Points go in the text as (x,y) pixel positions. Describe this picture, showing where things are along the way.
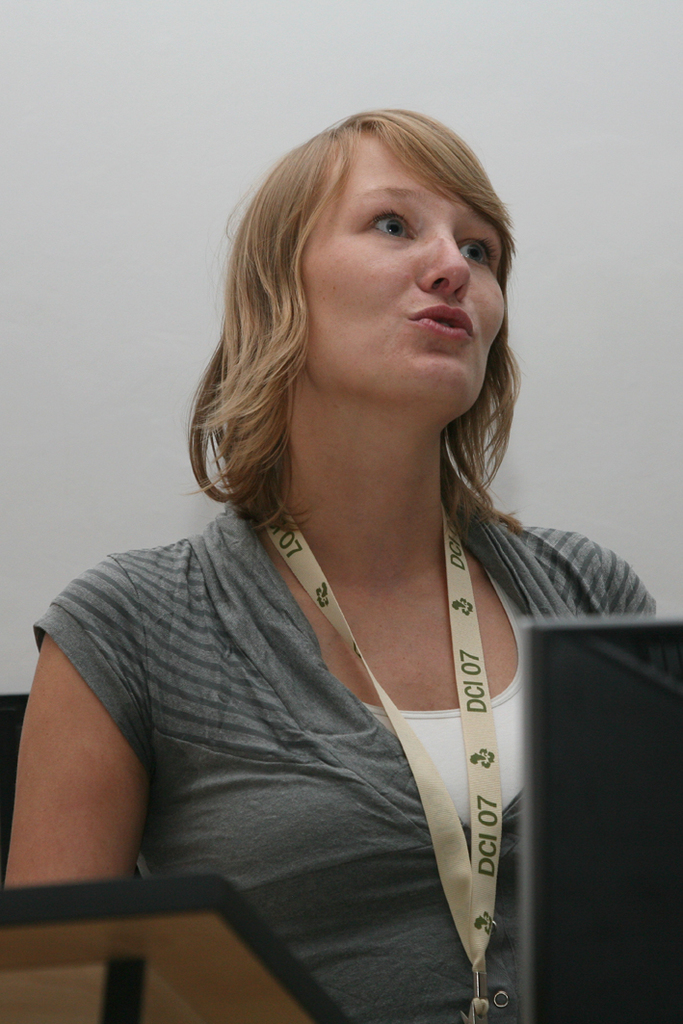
In the center of the image (298,395) we can see woman (309,622) standing and wearing identity card (481,716). At the bottom right corner (607,694) there is screen (607,898). In the background (393,42) there is wall (135,94).
